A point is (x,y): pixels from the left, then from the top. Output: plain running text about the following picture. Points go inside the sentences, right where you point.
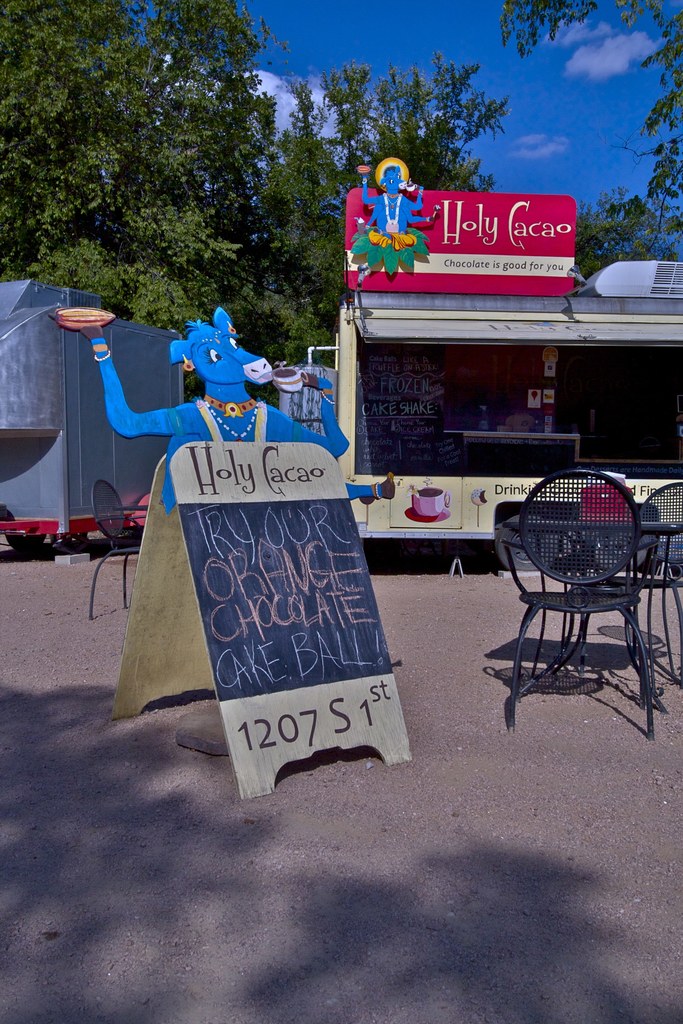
In this image there are chairs (562,566) and a table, on a land (458,735) and there is a board (295,594), on that board (288,593) there is some text (294,545), in the background (488,243) there is a shop (366,458), for that shop (366,458) there are boards (455,250), on that board's (434,240) there is some text (474,260) and tree (661,158) and the sky (439,33).
